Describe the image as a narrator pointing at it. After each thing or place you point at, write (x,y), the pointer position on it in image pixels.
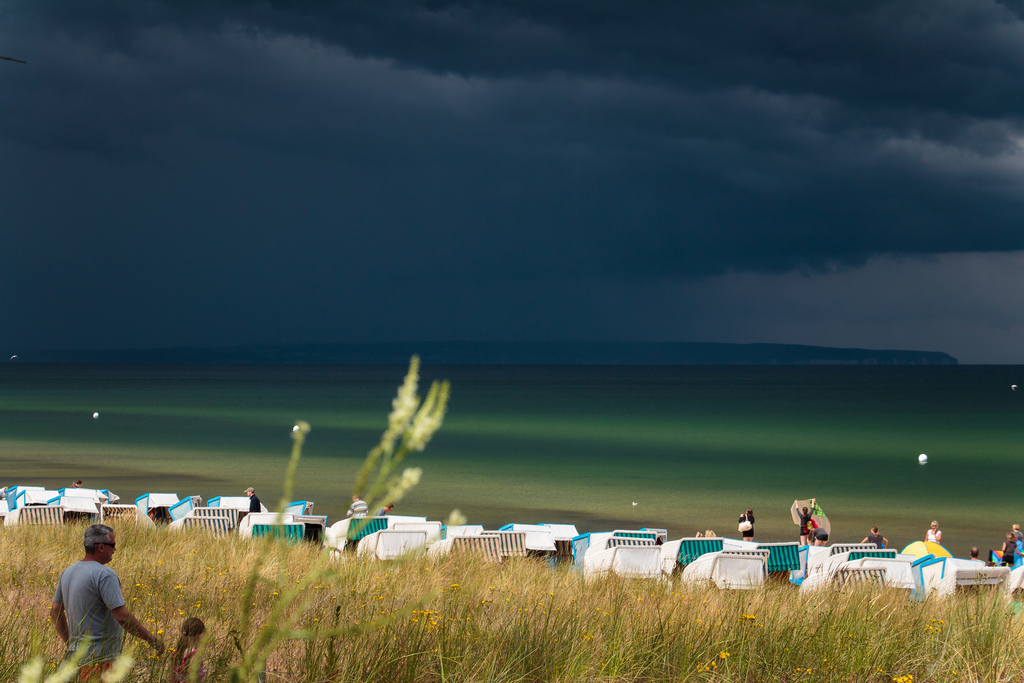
In this picture there are objects (18,519) and there are group of people (976,553) standing. On the left side of the image (64,607) there are two people (64,607) and there are plants (436,565) and flowers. At the back (646,434) there is water (632,439) and there might be mountains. At the top (492,200) there are clouds (572,259).
